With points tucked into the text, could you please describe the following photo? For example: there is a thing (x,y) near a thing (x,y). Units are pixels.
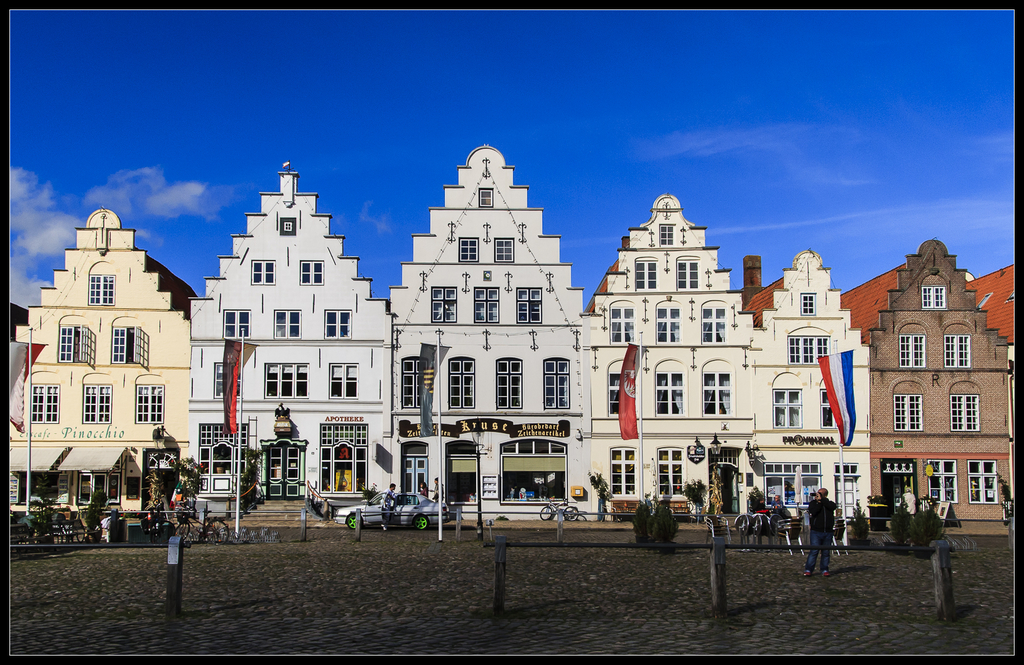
In this picture I can see there are a few buildings (266,439) and there is a car (407,512), parked in front of the buildings (453,498) and there are few people (426,488) walking and there are few plants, poles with banners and the sky (501,30) is clear.
